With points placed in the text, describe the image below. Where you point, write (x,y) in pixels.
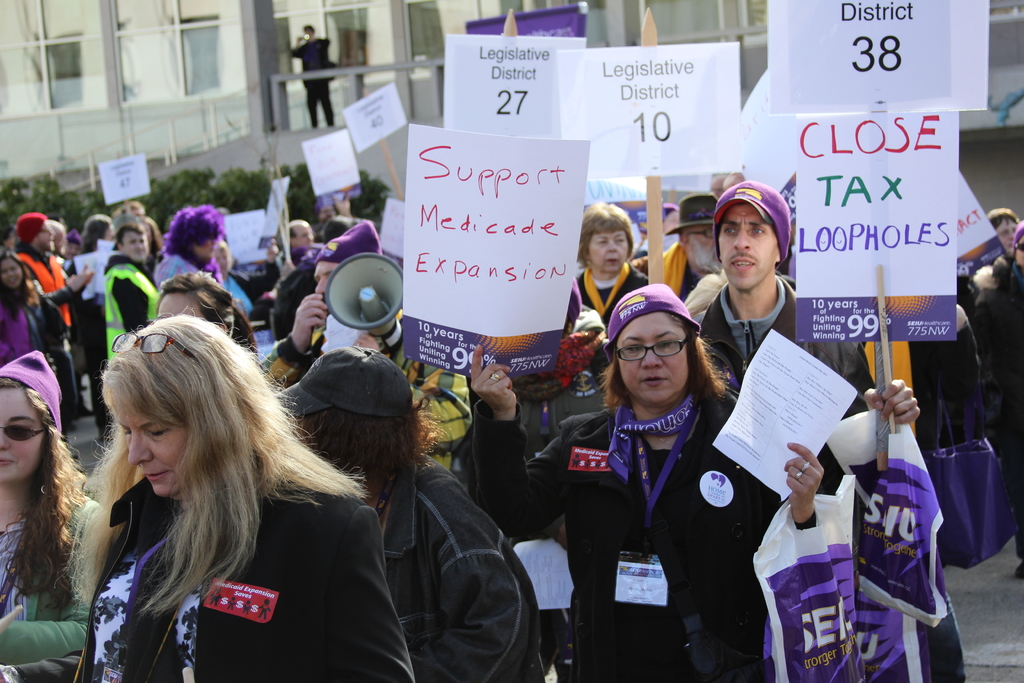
Here in this picture we can see number of people (79,285) standing and walking on the road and we can see most of them are carrying placards (860,218) in their hands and they are carrying a speaker (358,301) and some of them are wearing jackets (595,581) and caps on them and behind them we can see a building (201,77) present and we can also see plants (243,210) present on the ground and we can see some people (166,613) are wearing ID cards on them.
